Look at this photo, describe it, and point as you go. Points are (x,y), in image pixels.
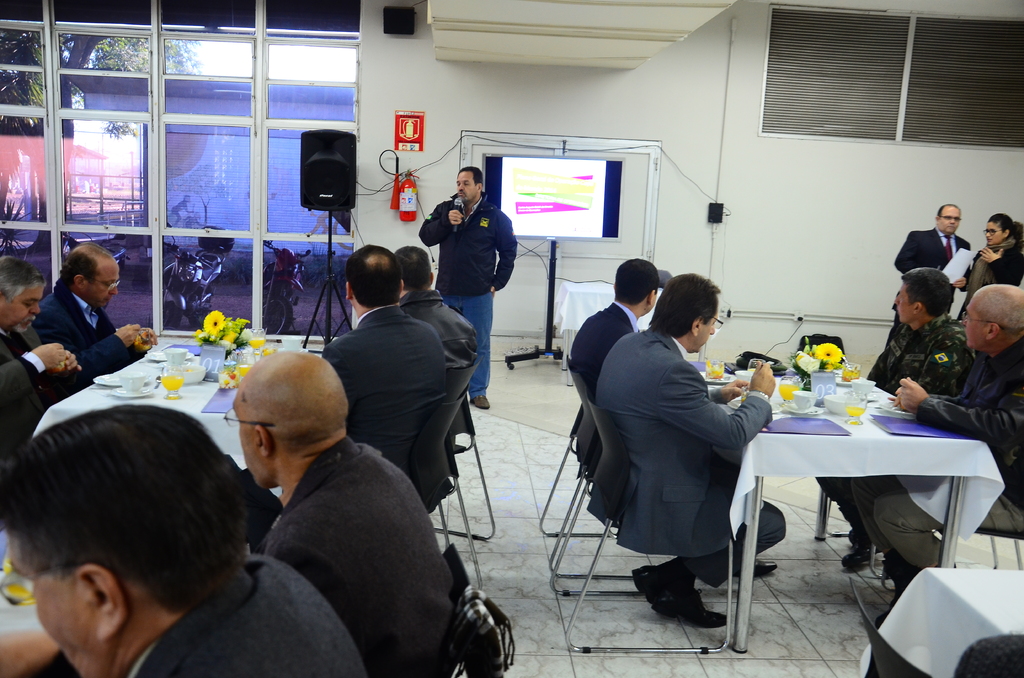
In this we can see few people (352,417) are sitting on the chairs (455,640) around the table (161,390). On this table (196,394) there are tea cups (122,383) and flower pots (219,326) are there. In the background (198,235) there is a window (58,159), through this window (76,187) we can see the outside view (215,191). In the background (490,209) there is a person (483,261) standing and holding a mike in his hand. Just at the back of this person (505,224) there is a screen (559,237).
